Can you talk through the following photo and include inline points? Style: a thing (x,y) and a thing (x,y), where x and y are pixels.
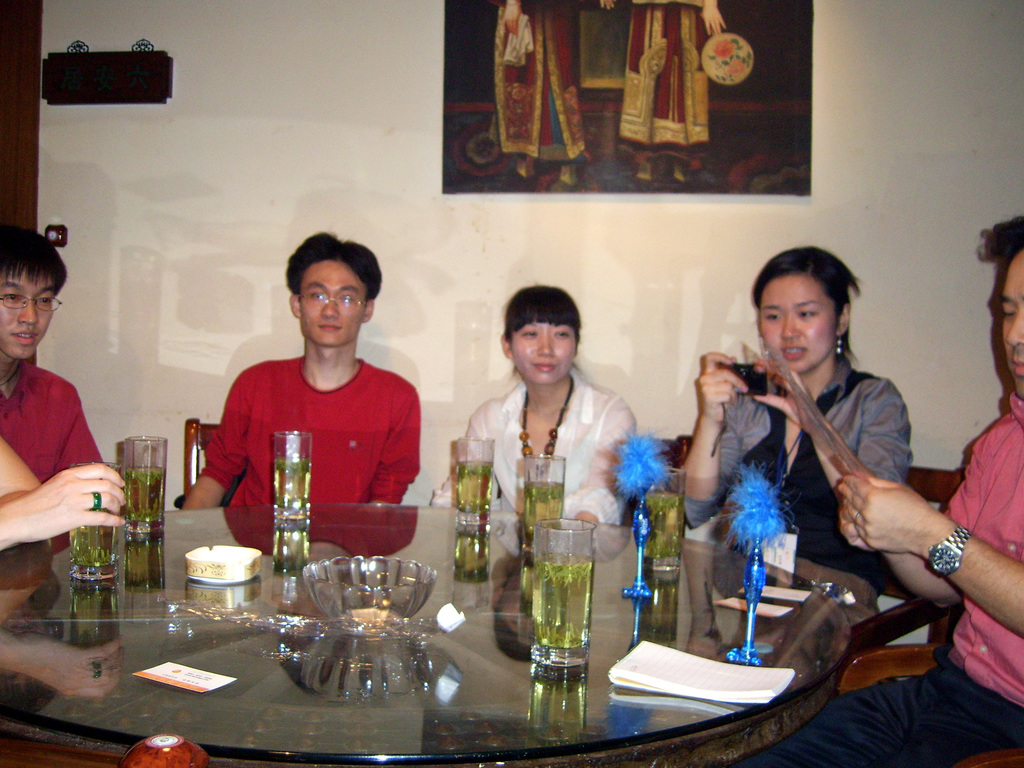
It looks like a party there is a glass table (442,656), there are some glasses (298,503) on the table (373,532) with drinks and also a bowl (327,576), group of people (35,424) are sitting around the table (152,566) in the background (757,218) there is a cream color wall (728,216) and some posters (733,95) stick to the wall (820,133).
